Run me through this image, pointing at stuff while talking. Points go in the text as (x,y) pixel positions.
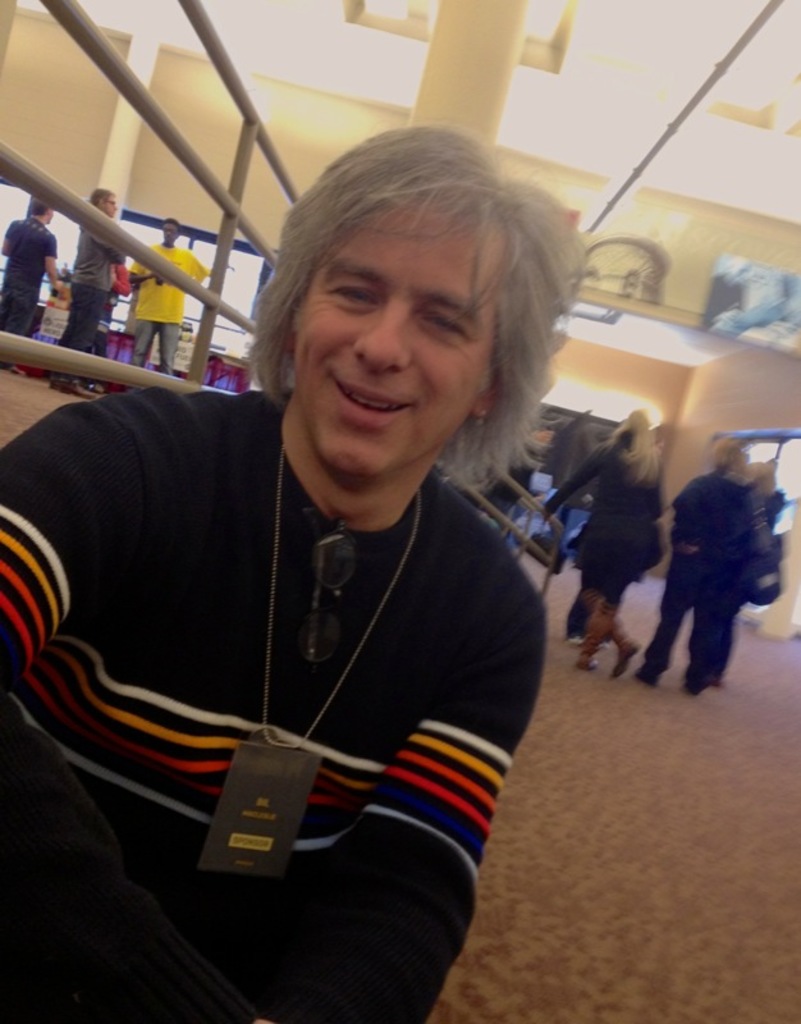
In this image we can see a person (306,845) wearing black jacket (478,770) is sitting on the floor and smiling. In the background (765,547), we can see people (767,528) standing on the floor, we can see steel railing (80,358), the wall (302,148), glass windows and lights (783,119) to the ceiling (662,118).
